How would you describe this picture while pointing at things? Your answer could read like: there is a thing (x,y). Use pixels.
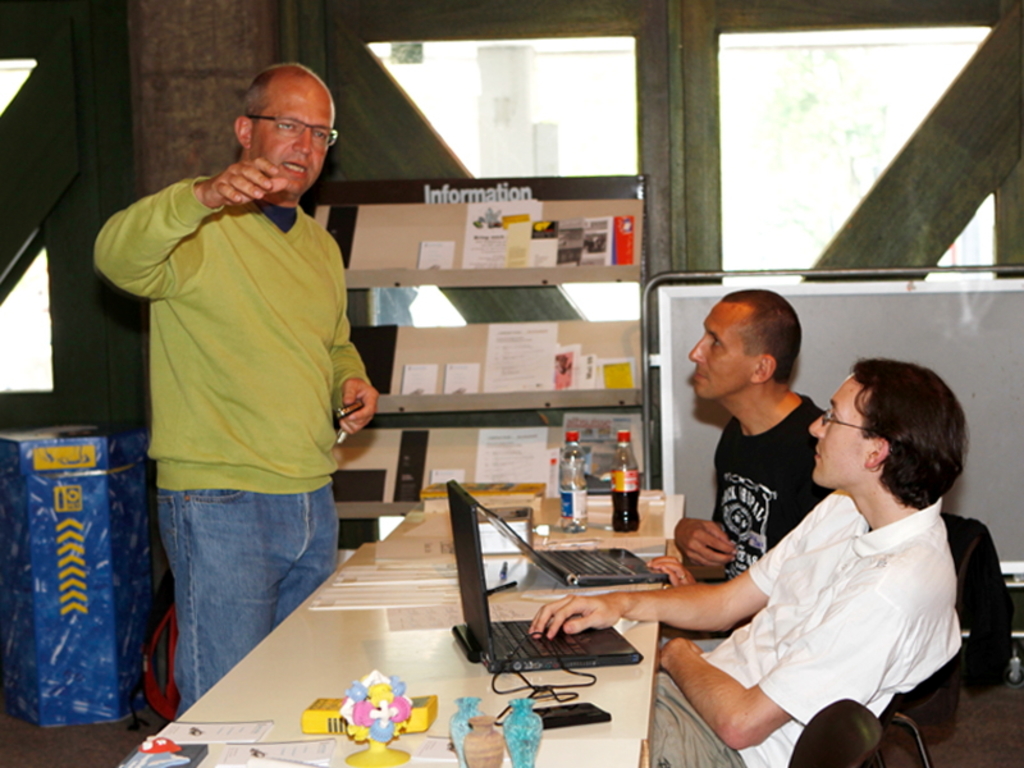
In this picture we can see man (328,130) standing wore sweater (279,261), spectacle (279,121) talking and in front of him there is a table (354,667) and on table (556,529) we can see bottles (574,518), laptops (559,561), wires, toys (532,715), papers (296,752) and beside to this table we have two persons (768,501) sitting on chair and looking at him and in the background (492,413) we can see racks (509,269), window (506,97), box (91,469).
